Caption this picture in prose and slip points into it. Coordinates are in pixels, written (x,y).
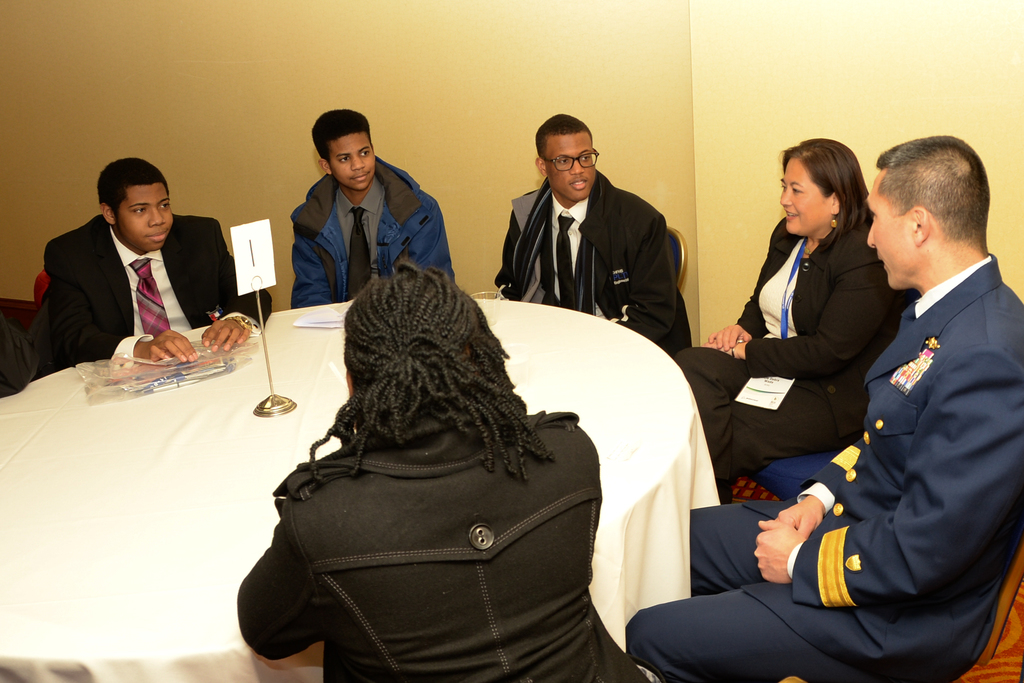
In this image there are a few people (551,221) sitting in chairs (790,474), in front of them there is a table (279,379), on the table (289,350) there are some objects (127,383), behind them there is a wall (755,132).
